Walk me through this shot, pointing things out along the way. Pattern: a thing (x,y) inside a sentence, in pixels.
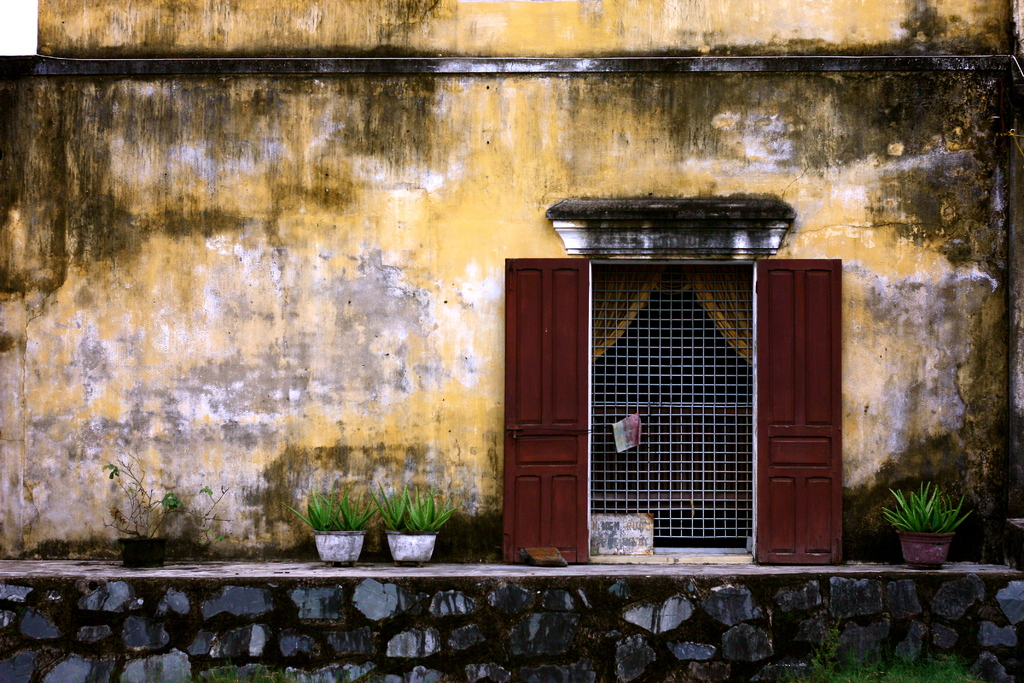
In this picture there is a building (310,85). On the right (705,513) we can see gate (726,485) and door (549,463). Beside that we can see some plants (415,501). In the top left corner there is a sky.
